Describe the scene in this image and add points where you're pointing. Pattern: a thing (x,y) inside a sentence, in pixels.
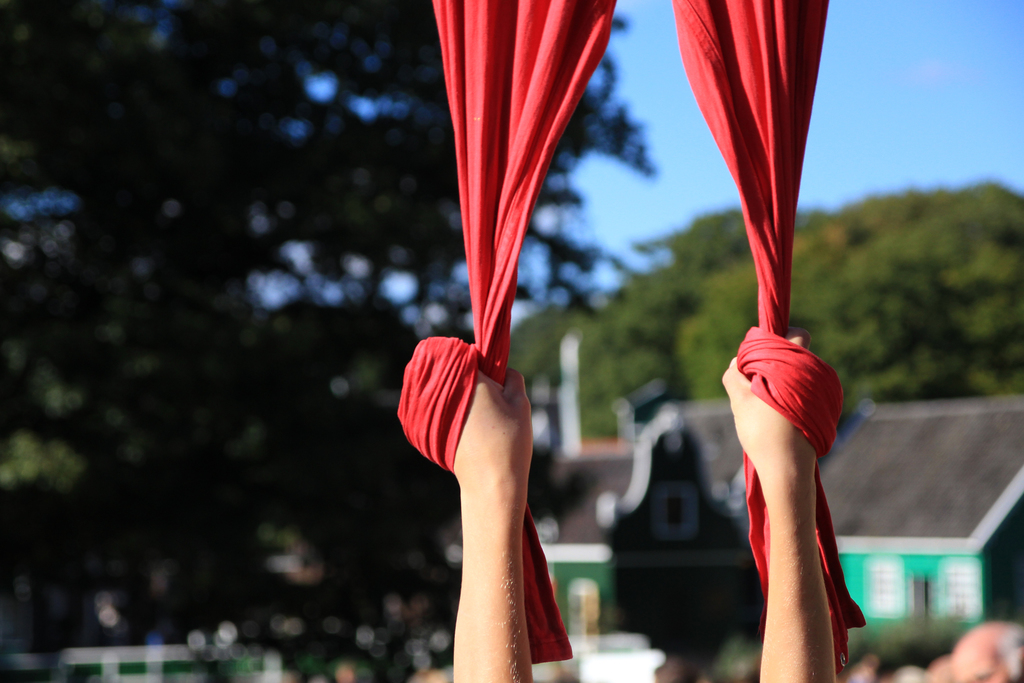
In this image I can see the person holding the cloth (737,83) and the cloth (737,83) is in red color. In the background (560,590) I can see few people (931,671), buildings (965,540), trees (672,263) in green color and the sky (882,100) is in blue color.
